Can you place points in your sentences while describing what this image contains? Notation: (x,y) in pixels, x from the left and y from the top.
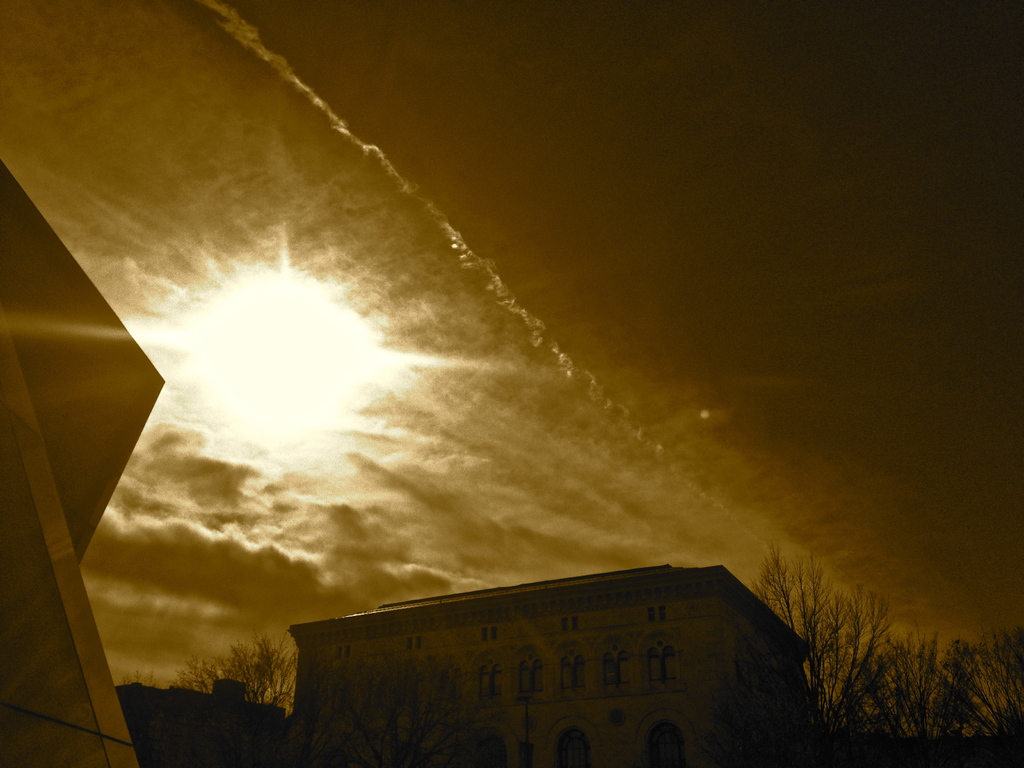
In this image I can see many trees (303,750) and the buildings (375,670). In the background (300,422) I can see the clouds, sun (258,369) and the sky (398,377).
